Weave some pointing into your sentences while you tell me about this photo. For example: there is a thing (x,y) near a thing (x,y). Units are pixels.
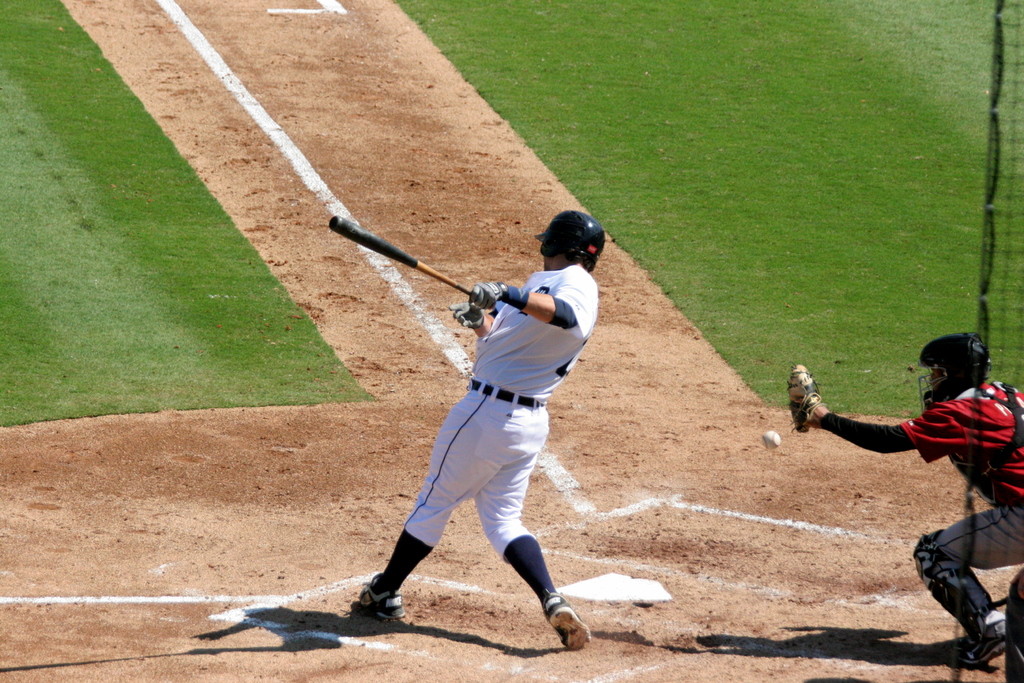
This picture consists of a ground (538,230) and there are two persons (547,328) visible at the bottom (988,462) and one persons (574,334) holding a bat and there is a ball (774,434) visible between them, they both are wearing helmets (976,370).
